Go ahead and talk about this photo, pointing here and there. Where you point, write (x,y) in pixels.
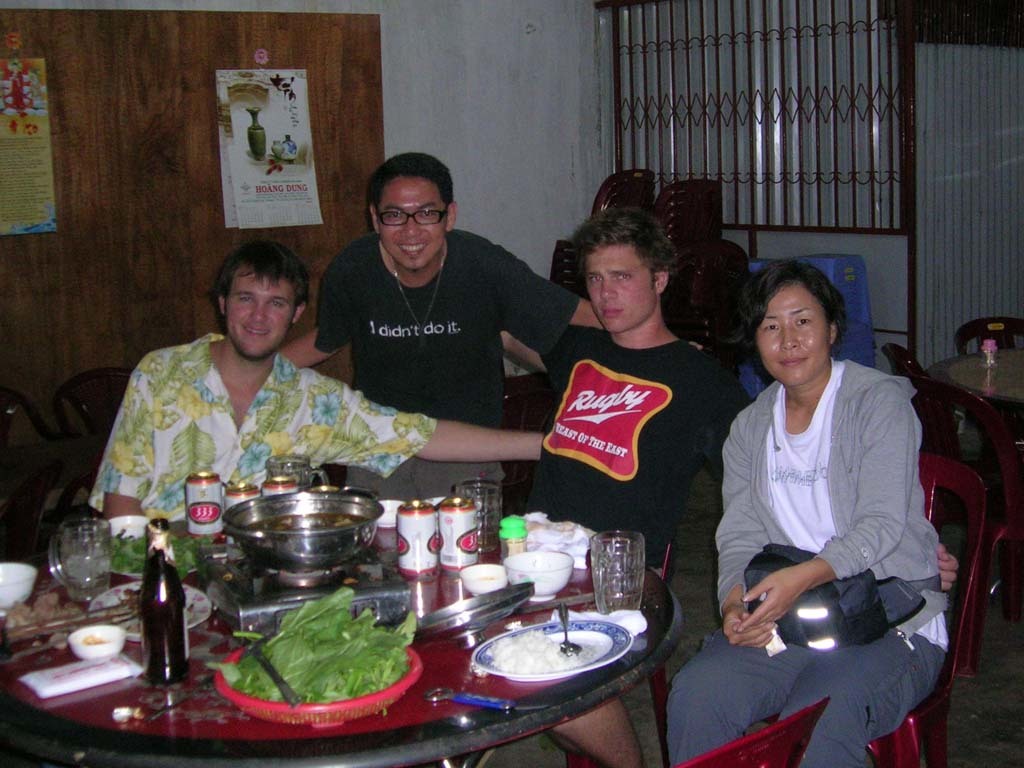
There are four people (666,389) in front of a table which has some eatables (277,516) and drinks (425,538) on it.
